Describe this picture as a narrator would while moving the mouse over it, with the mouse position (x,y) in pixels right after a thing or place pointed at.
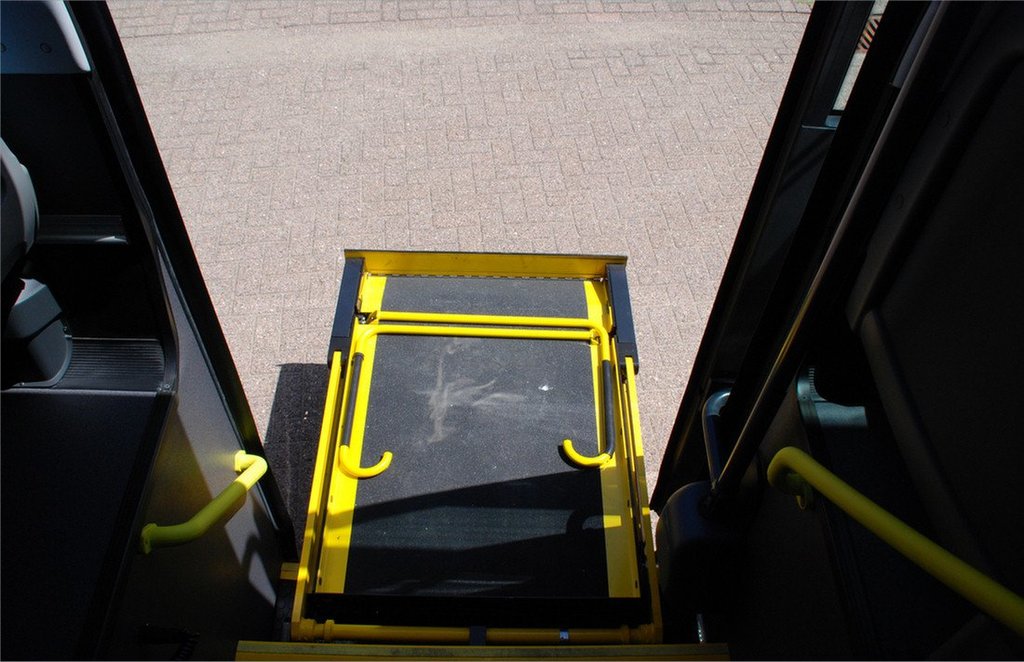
In the image in the center (445,338), we can see one vehicle (602,598), which is in black and yellow color. And we can see supportive rods (916,540) and one door (710,438).
